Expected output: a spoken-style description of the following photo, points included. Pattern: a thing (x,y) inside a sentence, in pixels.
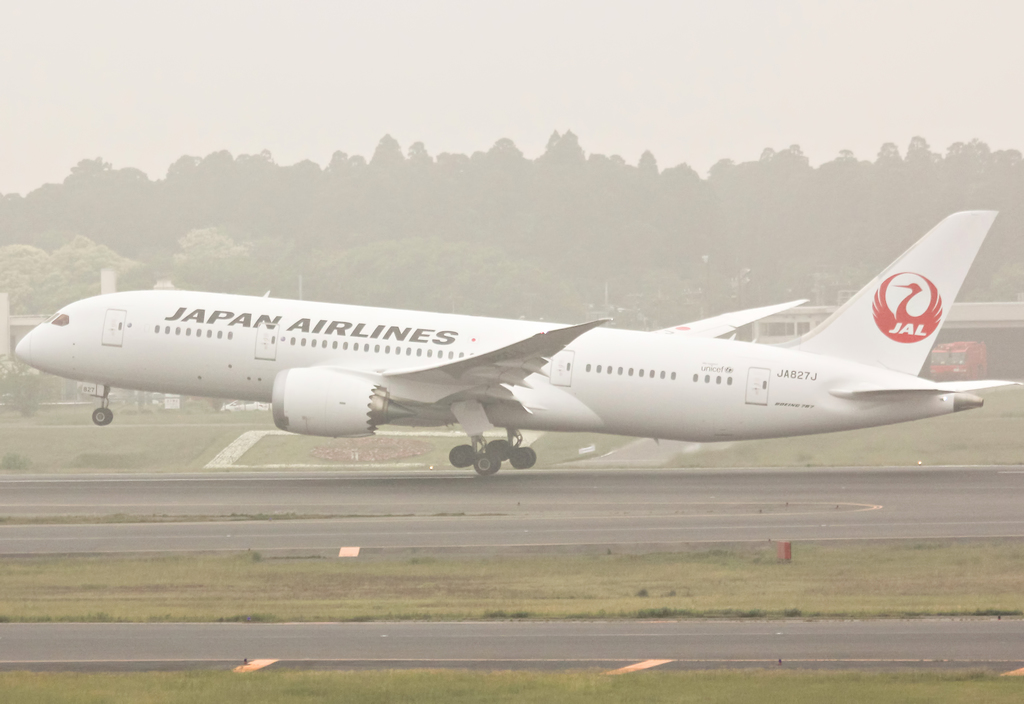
There is one aeroplane (447,419) on the runway (436,475) in the middle of this image (536,397) and there are some trees (447,193) in the background (532,284). There is a sky (432,84) at the top of this image (332,91).
